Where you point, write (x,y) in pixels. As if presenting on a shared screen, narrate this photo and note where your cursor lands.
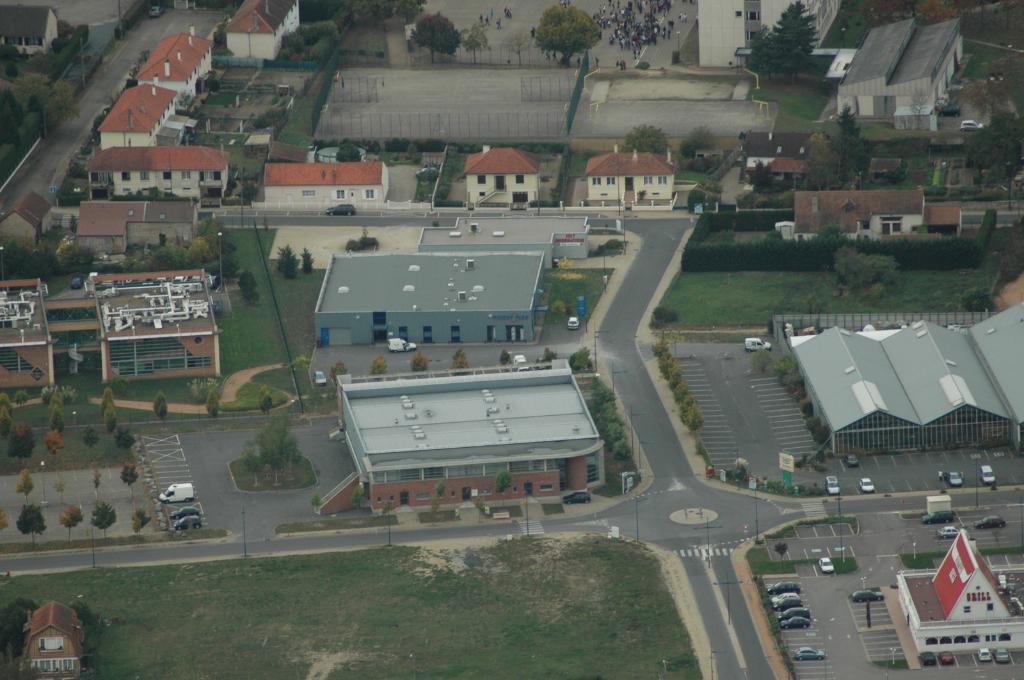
This image is taken from the top view where we can see there are so many buildings (637,167) one beside the other. In between the buildings (519,408) there are roads (696,489) on which there are vehicles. There are few cars (831,482) parked in front of the buildings (883,428). There are trees (751,261) and gardens (684,297) in between the buildings (169,282).
